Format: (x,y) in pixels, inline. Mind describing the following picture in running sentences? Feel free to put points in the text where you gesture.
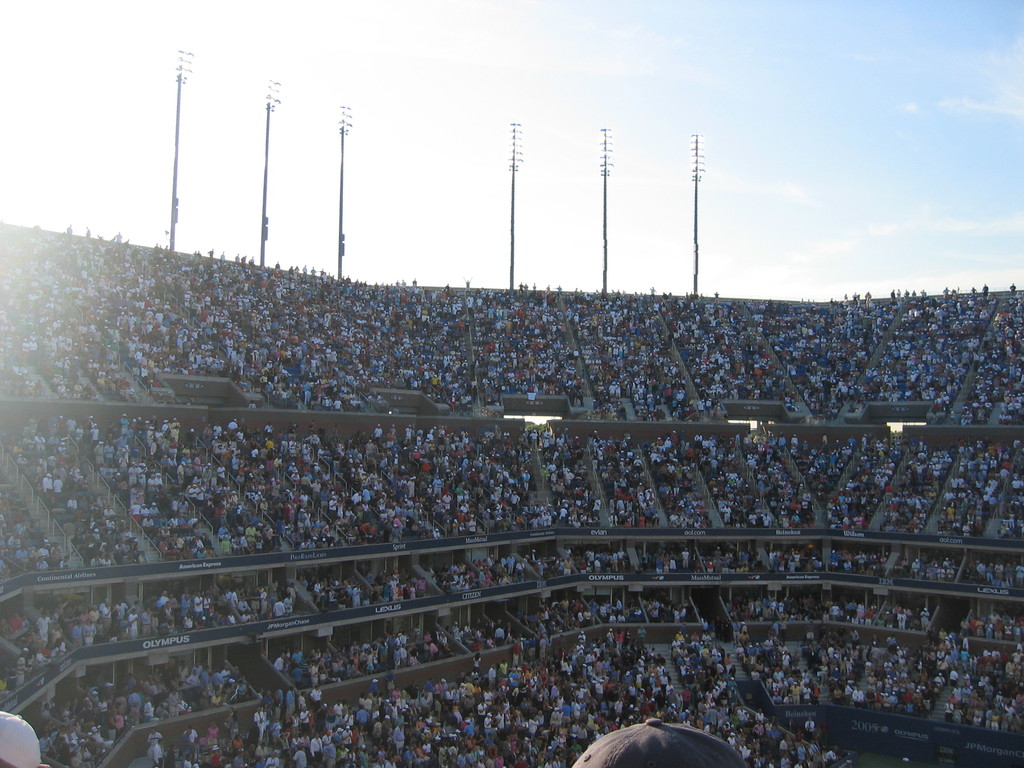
In this image we can see the stadium view (762,574) which includes people (826,654), chairs (420,492), stairs (73,555), some written text (63,576) on the board (825,534), light poles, at the top (906,70) we can see the sky (771,229).
